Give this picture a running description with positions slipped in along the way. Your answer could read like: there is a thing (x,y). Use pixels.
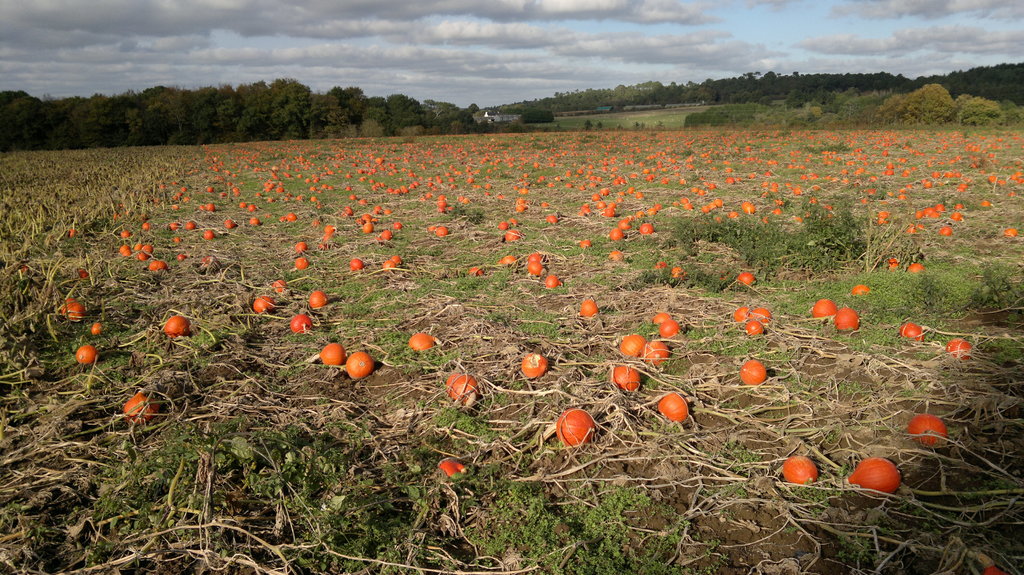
In a given image i can see a vegetables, grass (499,402), plants (68,356), trees (730,91) and sky (482,74).
